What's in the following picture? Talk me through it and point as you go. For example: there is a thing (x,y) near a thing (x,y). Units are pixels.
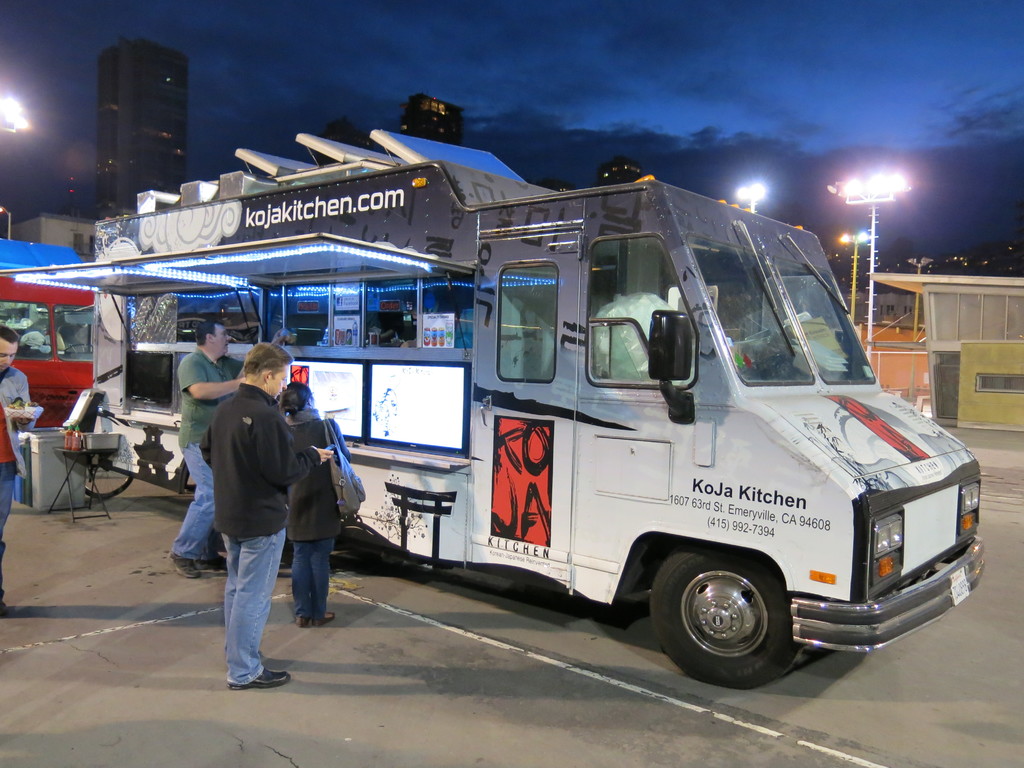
In this image we can see a Truck (474,345) which is mobile food court (550,363) and on the left side (252,434), we can see people (221,464) are standing and eating. We can see the road (649,712). On the right side (970,363), we can see the streetlights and sheds (964,341) and the sky (394,70) is dark.
